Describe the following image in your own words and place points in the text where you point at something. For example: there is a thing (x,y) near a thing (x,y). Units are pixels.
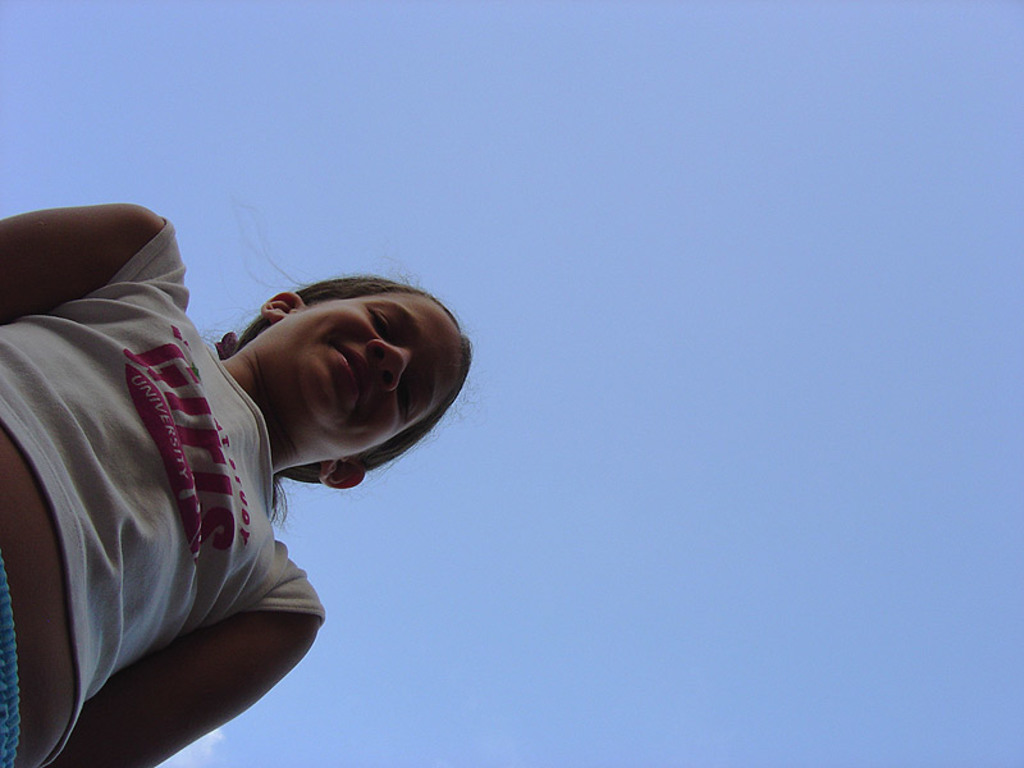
On the left side of the image (264,576) there is a girl (187,340) standing and smiling. And there is a blue sky (778,310).
